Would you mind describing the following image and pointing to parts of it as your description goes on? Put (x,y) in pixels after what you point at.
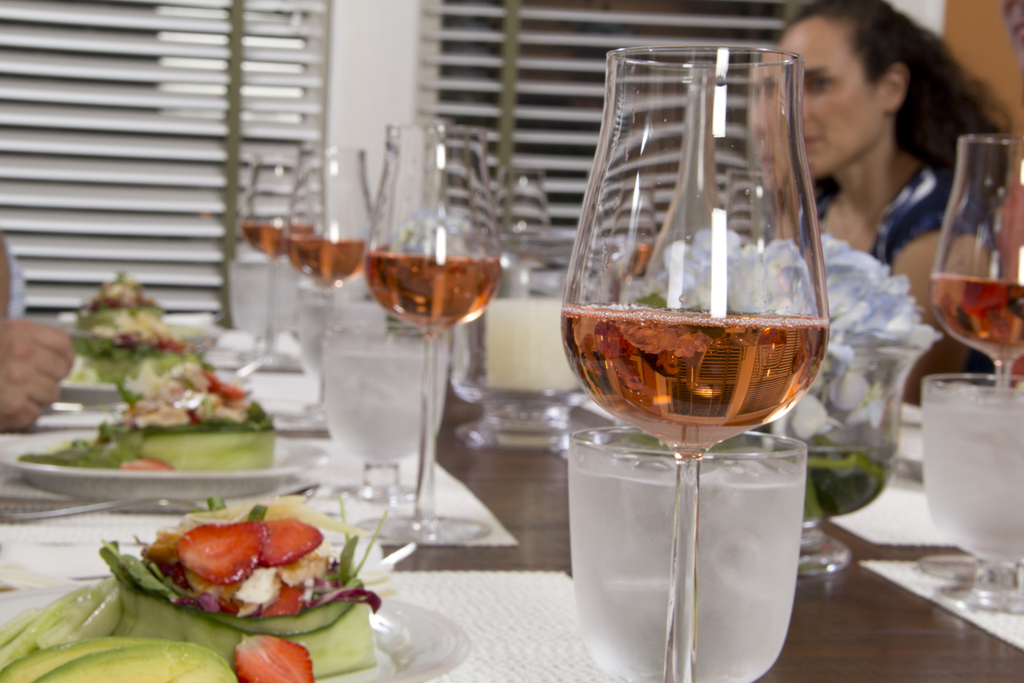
in this image we can see a table (556,540) on that table (912,647) we can see white color cloth (535,646) and some glasses (673,375) filled with a liquid (712,348) and some flower vase (869,334) and also some plates (393,601) which is filled with edible things (235,648) and one woman (883,151) is sitting here and she is looking towards the opposite person (35,320).
